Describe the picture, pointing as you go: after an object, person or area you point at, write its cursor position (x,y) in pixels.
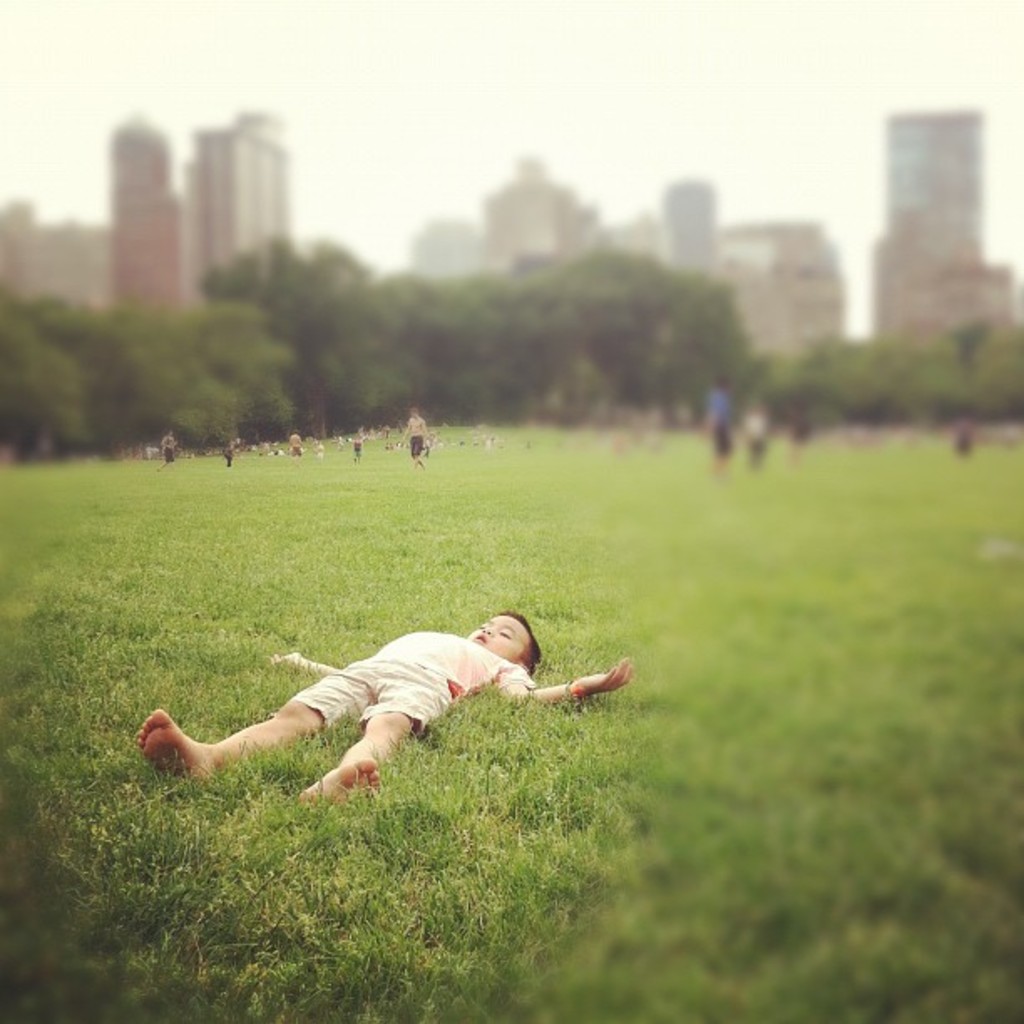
In front of the image there is a boy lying on the grass (515,847). Behind him there are a few other people (758,435) standing. In the background of the image (581,362) there are trees (36,355), buildings (551,245). At the top of the image (581,77) there is sky (593,42).
